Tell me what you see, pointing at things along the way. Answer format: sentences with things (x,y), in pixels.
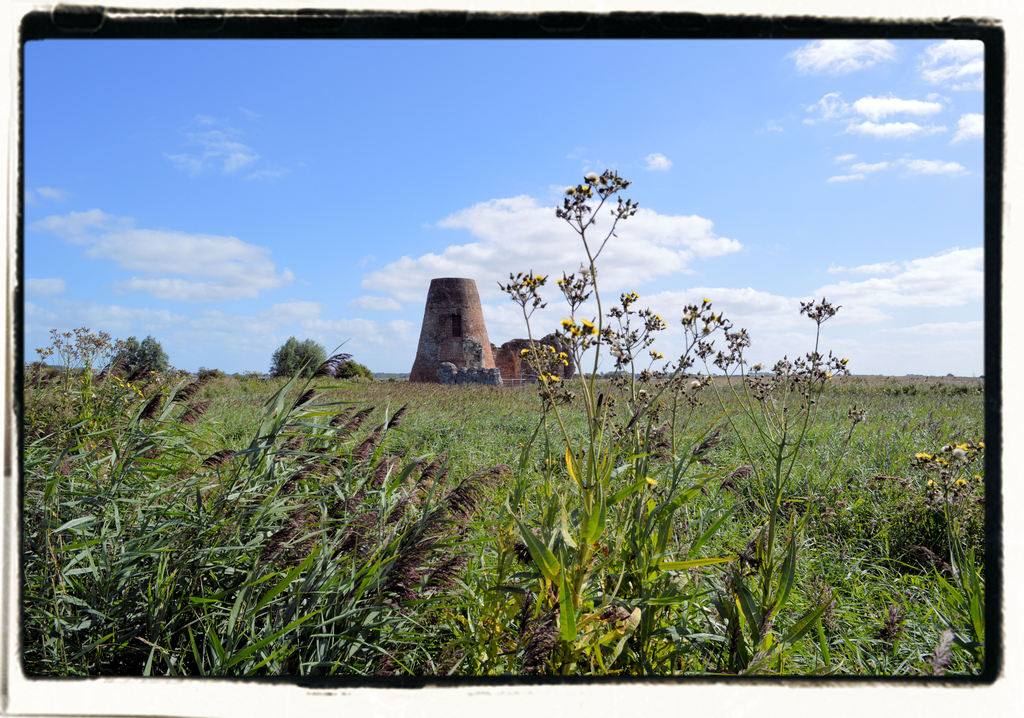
In the center of the image (427,369) we can see a tower (468,347). At the bottom (384,555) there is grass (614,524). In the background (614,274) there is sky (506,193).
